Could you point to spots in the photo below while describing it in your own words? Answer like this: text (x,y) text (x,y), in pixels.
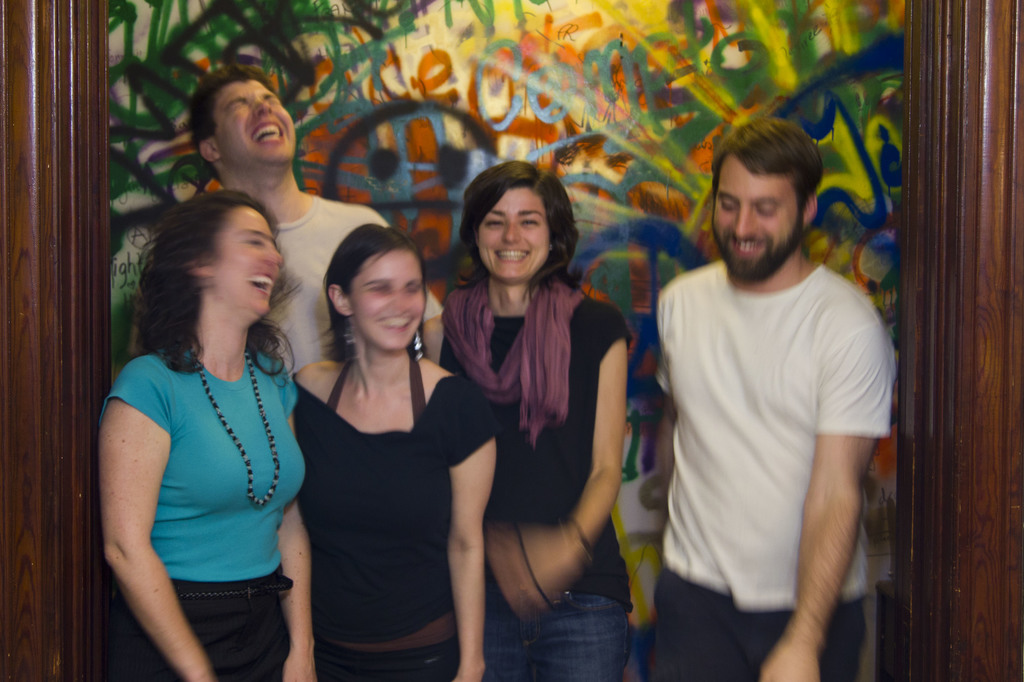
In the image in the center (377,370), we can see a few people (323,349) are standing and they are smiling, which we can see on their faces (517,208). In the background (406,129) there is a wooden wall (54,135) and a banner (738,36).
